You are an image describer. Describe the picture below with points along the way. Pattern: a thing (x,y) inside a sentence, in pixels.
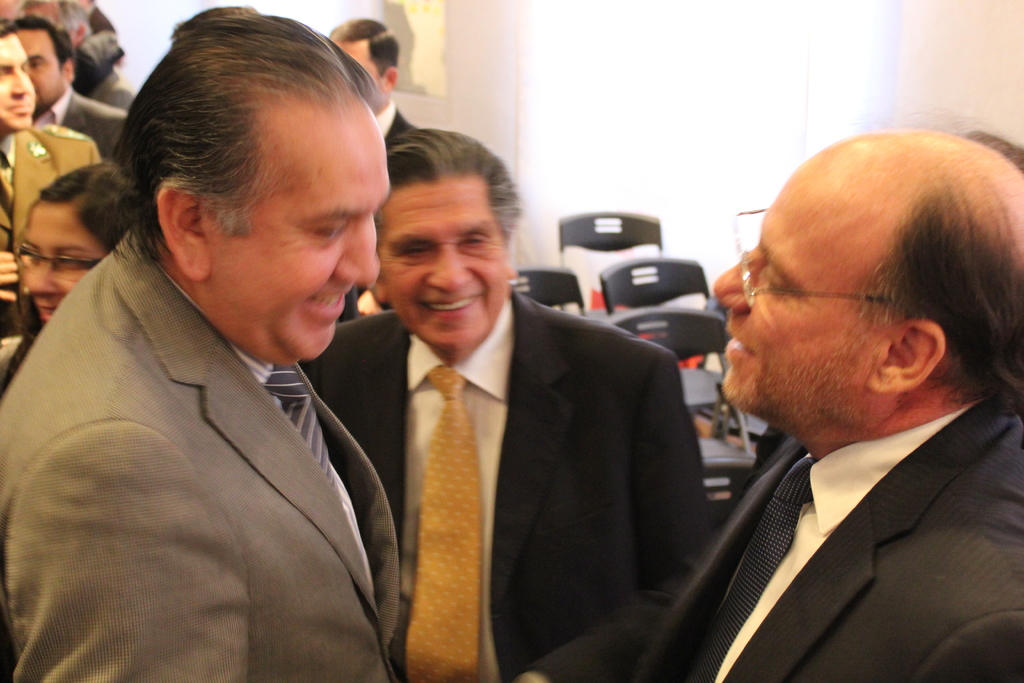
In the picture I can see people (392,398) are standing. These people (277,361) are wearing coats (348,425), shirts (419,480) and ties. In the background (595,232) I can see chairs (659,262), wall (589,111) and some other objects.
